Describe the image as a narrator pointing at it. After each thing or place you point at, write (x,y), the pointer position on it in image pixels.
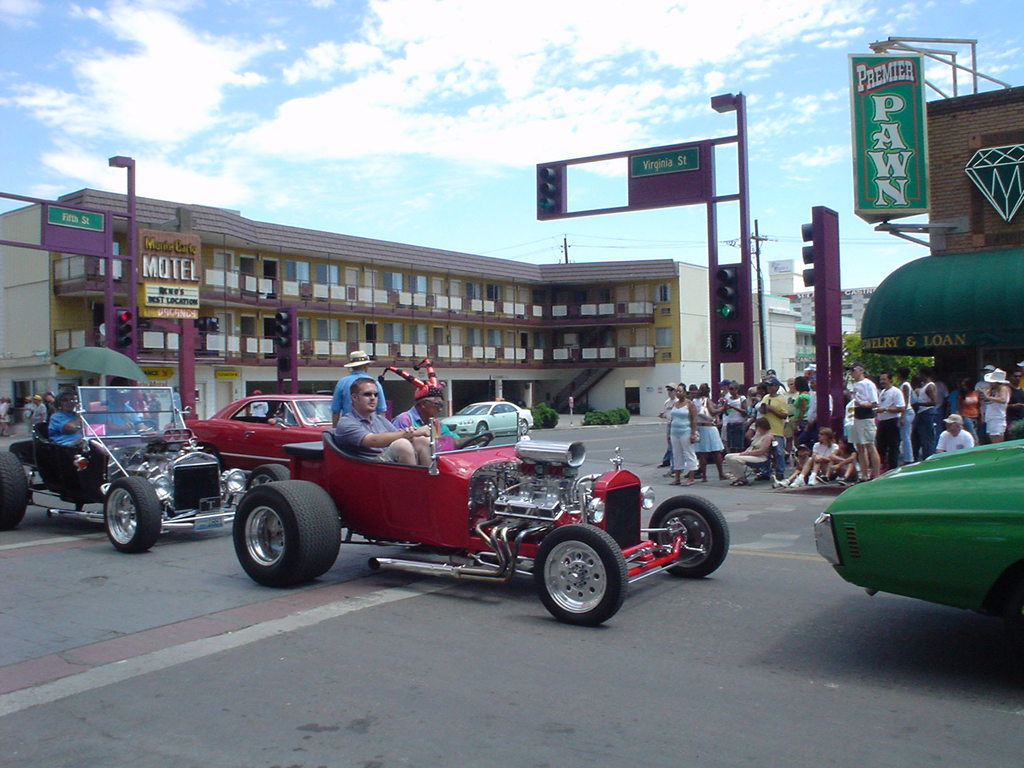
In this image, we can see vehicles (465,526) on the road (191,581) and there are some people (334,424) on the vehicles (302,454) and there is a person (419,399) wearing costume (405,375). In the background (479,271), there are buildings (291,278), traffic lights (719,302), boards (181,278), poles (825,271), trees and there are people (861,408). At the top (529,122), there are clouds (551,73) in the sky (573,75).
